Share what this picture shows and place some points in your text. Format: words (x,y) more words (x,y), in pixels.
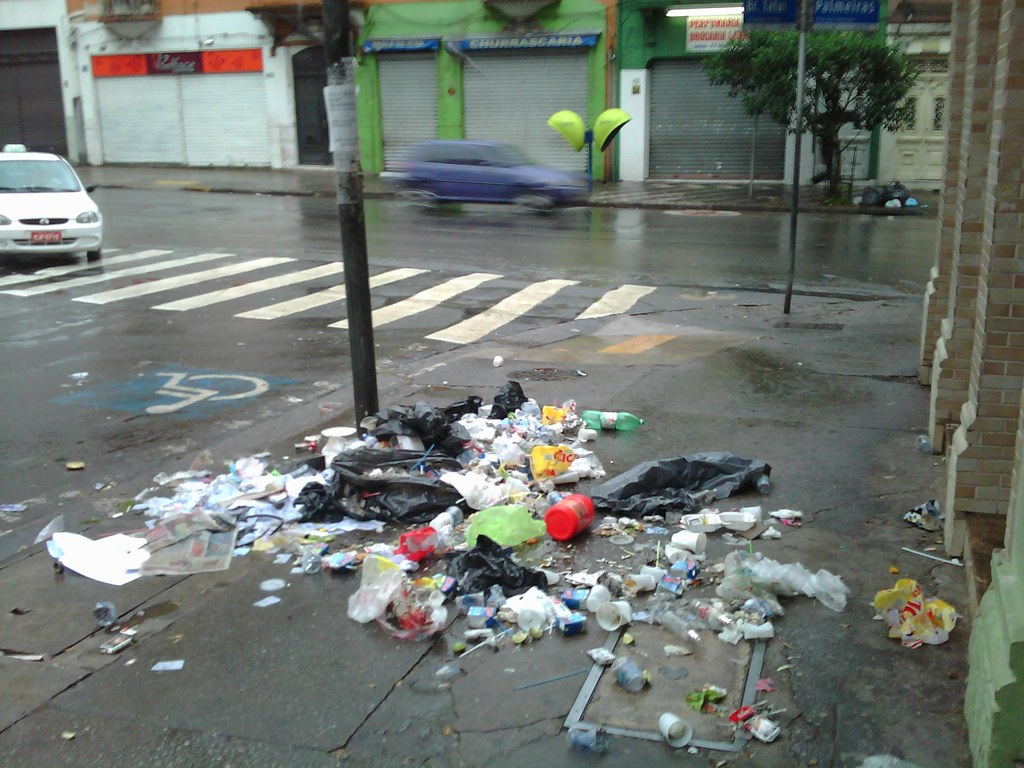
On the bottom of the image (819,571) we can see garbage (377,574) on which we can see cups (687,536), plastic covers (499,527), papers (215,484), news paper (184,522), tea cups (608,623), water bottles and other objects (420,534). On the background (908,54) we can see shelters (497,122) and buildings (450,21). On the left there is a car (97,251) which is near to this zebra crossing (93,286). Here we can see a blue color car (416,176) which is going fast. Here we can see some poles (800,122). On the top right corner (862,106) there is a tree (837,76).
